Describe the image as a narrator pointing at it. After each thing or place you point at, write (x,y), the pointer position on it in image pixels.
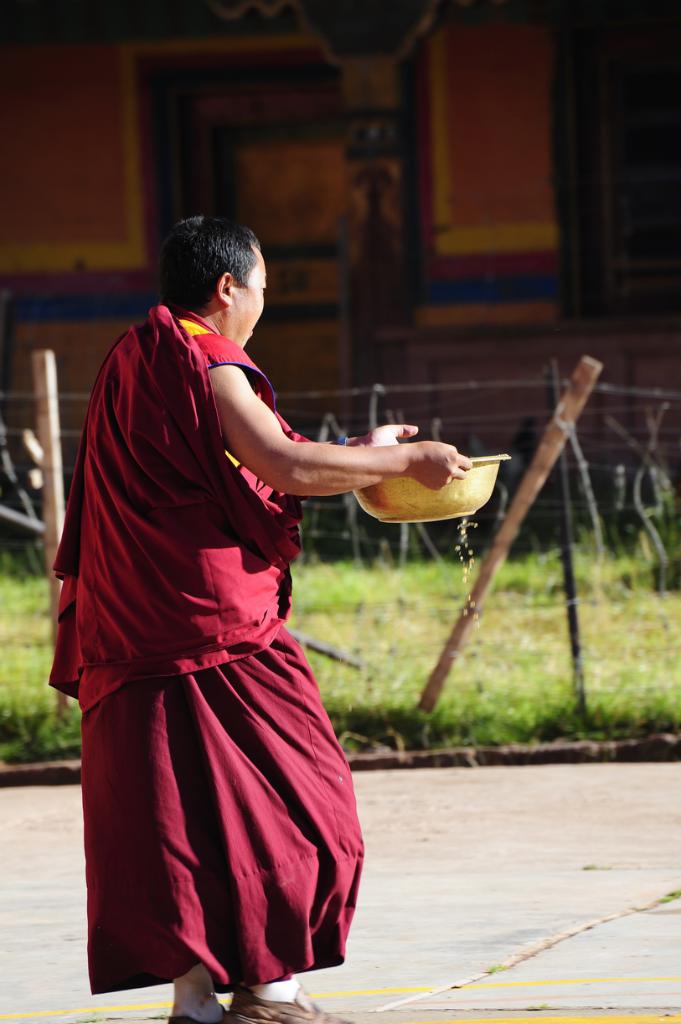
In this image there is a man (178,660), he is carrying a vessel (395,504), in the background (72,407) there is a fencing (465,633), green land (637,545) and a wall (622,400).
